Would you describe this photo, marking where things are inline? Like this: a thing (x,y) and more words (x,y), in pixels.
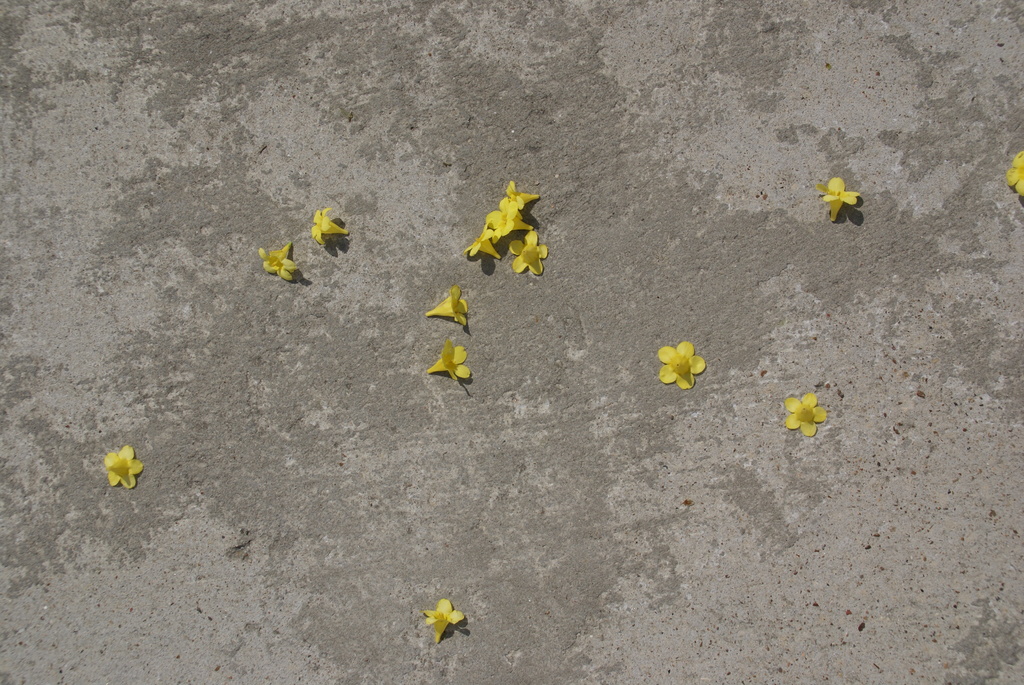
In this image we can see flowers (678,375) which are in yellow color on the road (651,576).
